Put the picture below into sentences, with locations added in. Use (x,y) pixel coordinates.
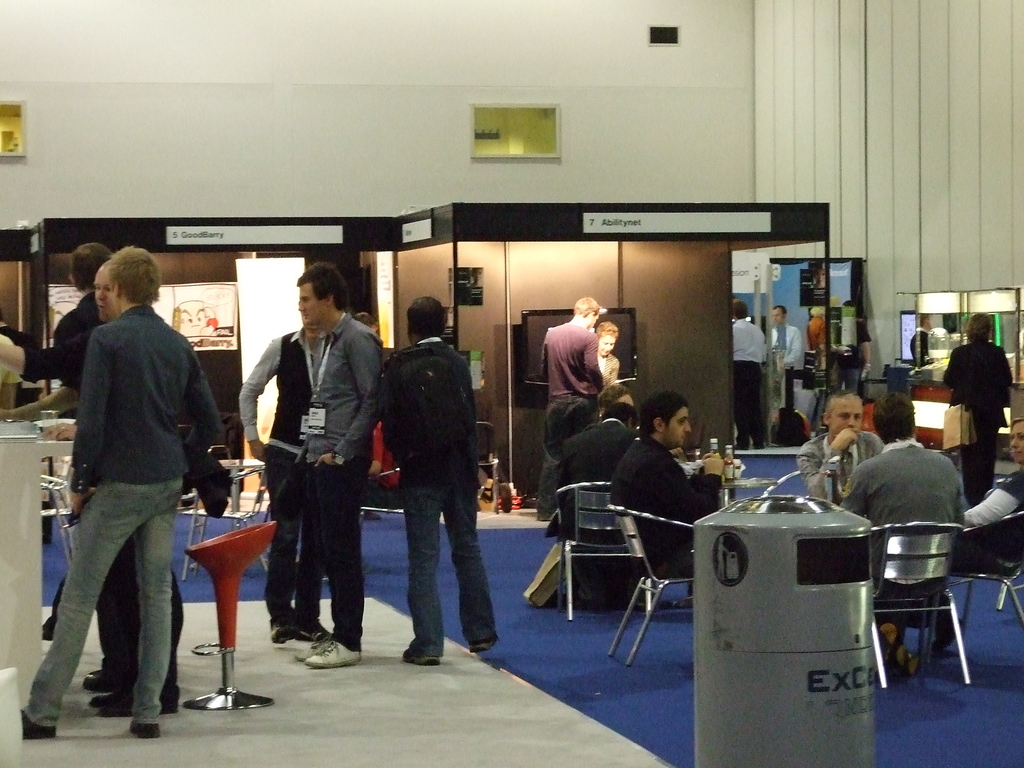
In this picture we can see a dustbin (769,534) and group of people (307,287), few are seated on the chair (600,525), and few are standing, in front of them we can find couple of bottles (726,471) on the table (730,484), in the background (696,329) we can see couple of tents (607,305), television (544,318), light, window blinds (764,140) and a wall (552,67).
